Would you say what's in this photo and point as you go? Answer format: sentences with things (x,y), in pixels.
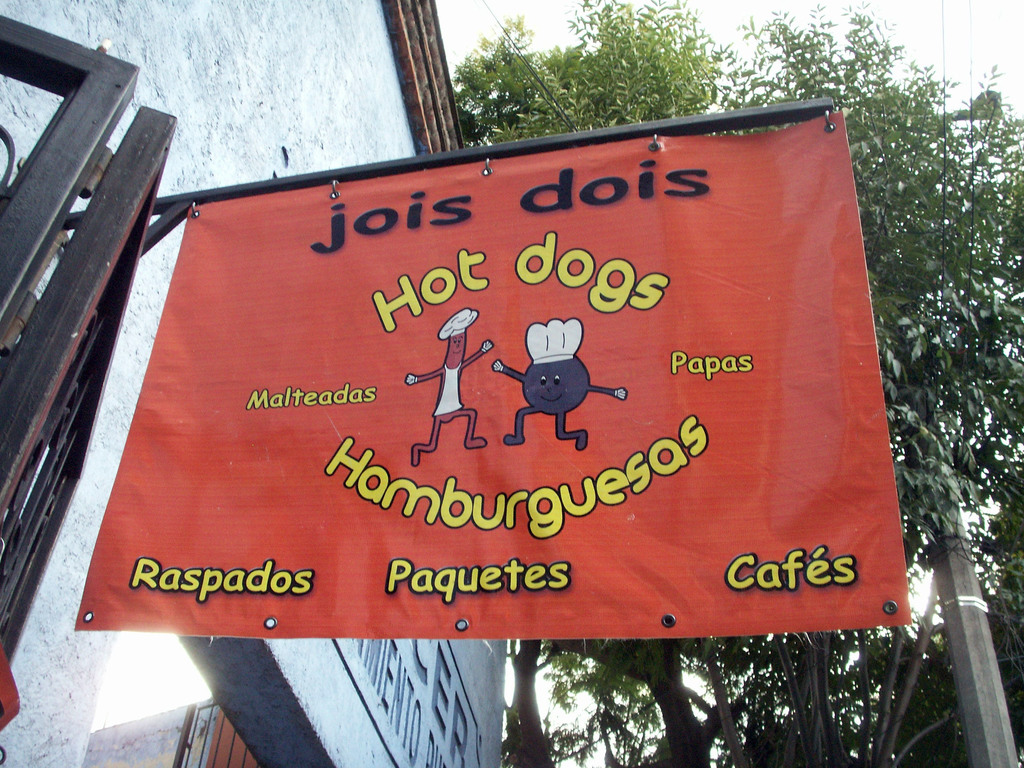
In this picture I can see a building (188,88) with some text (433,712) on the wall (494,721) and a banner (438,409) with some text (300,403) on it and I can see trees (624,699) and a cloudy sky (927,4).
